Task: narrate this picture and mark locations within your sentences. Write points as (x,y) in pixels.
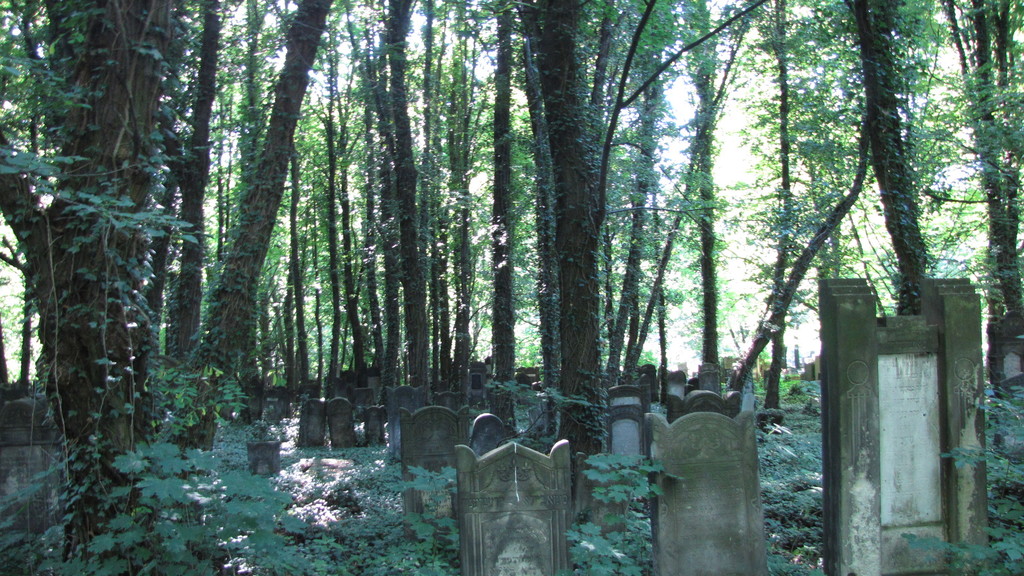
In the image there are gravestones (691,414) and around the stones (696,397) there are trees (198,202) and plants (226,552).
